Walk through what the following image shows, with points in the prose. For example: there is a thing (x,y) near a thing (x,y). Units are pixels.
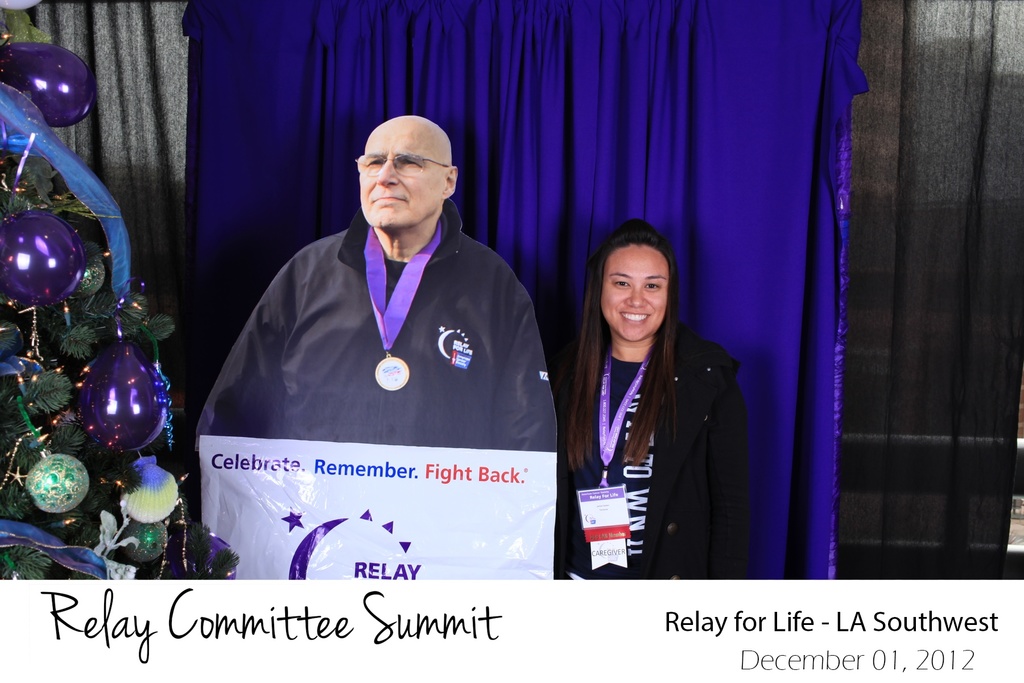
In this image there is a woman (682,436) standing beside the image (339,385) of a person (413,338) having some text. Left side (88,532) there is a Christmas tree (42,334) having few balls (24,275) and some decorative items (31,349) are on it. Background (578,56) there are few curtains (720,179). Bottom of the image (160,622) there is some text (90,612).
